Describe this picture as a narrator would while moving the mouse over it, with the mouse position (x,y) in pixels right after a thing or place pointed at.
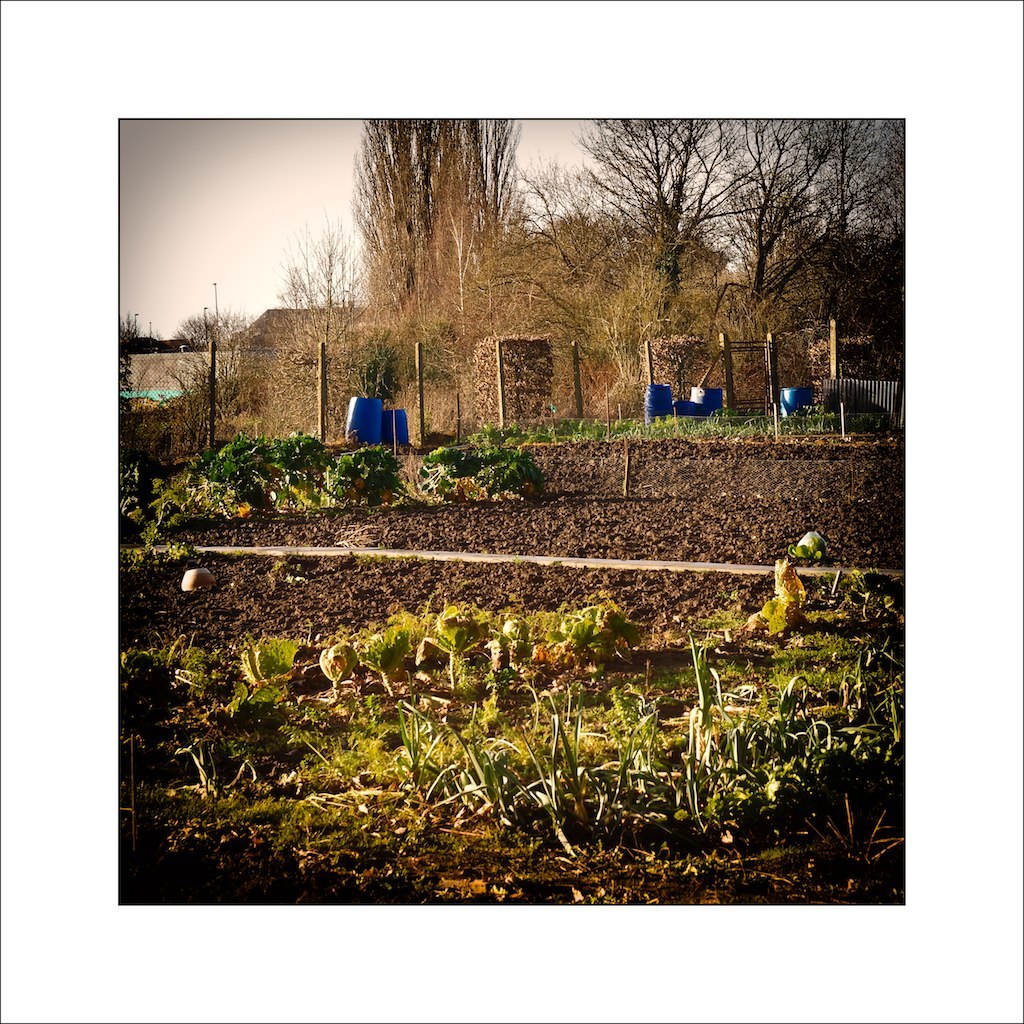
In this image we can see some plants (449,486), trees (599,330), there are barrels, poles (320,389), fencing (727,344), there are houses (145,355), also we can see the sky (241,188).
